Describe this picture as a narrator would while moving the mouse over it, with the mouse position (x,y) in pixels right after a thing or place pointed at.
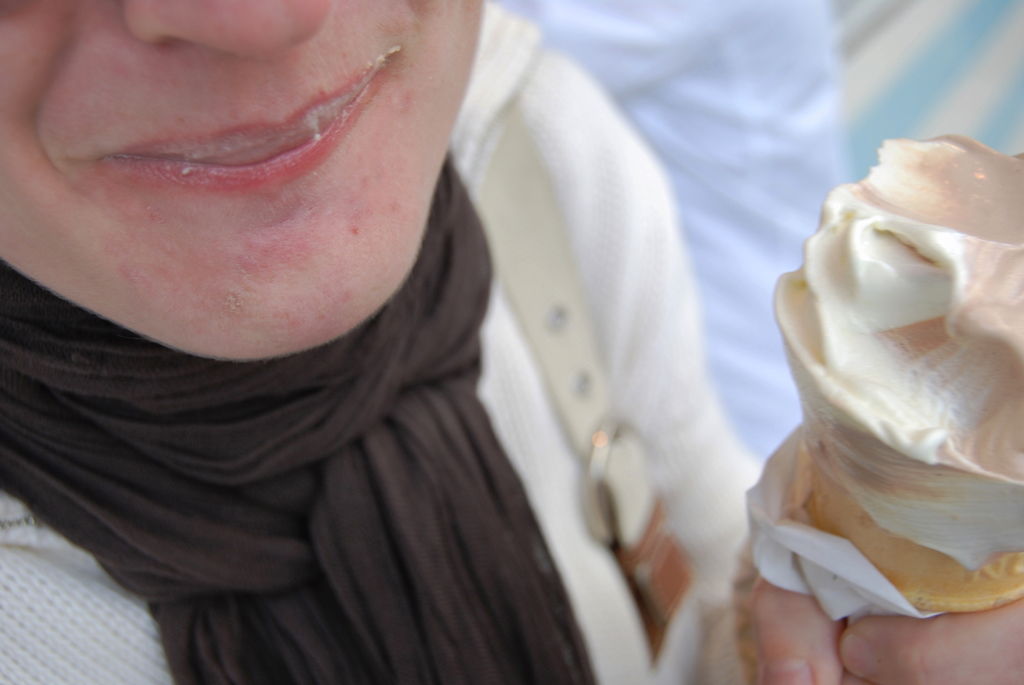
In this image we can see a lady (327,238) is present and holding an ice-cream (925,531) and wearing a bag (553,389).
